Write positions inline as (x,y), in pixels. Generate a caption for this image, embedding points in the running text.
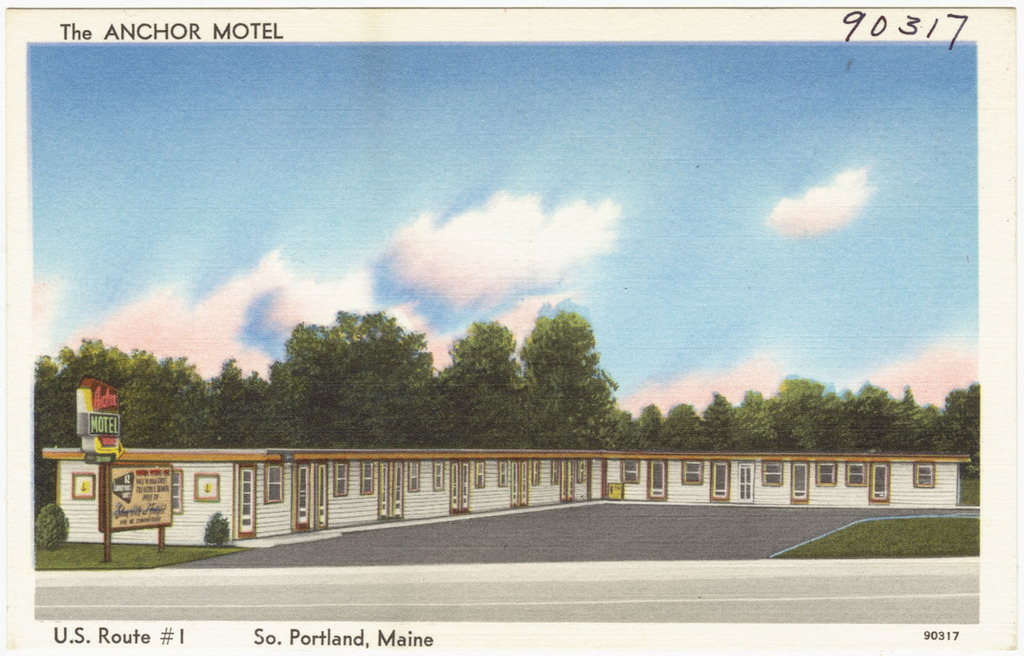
Here we can see a building (621,460), pole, boards (99,411), plants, and trees (826,432). This is grass (904,546). In the background (318,261) there is sky (677,282).
